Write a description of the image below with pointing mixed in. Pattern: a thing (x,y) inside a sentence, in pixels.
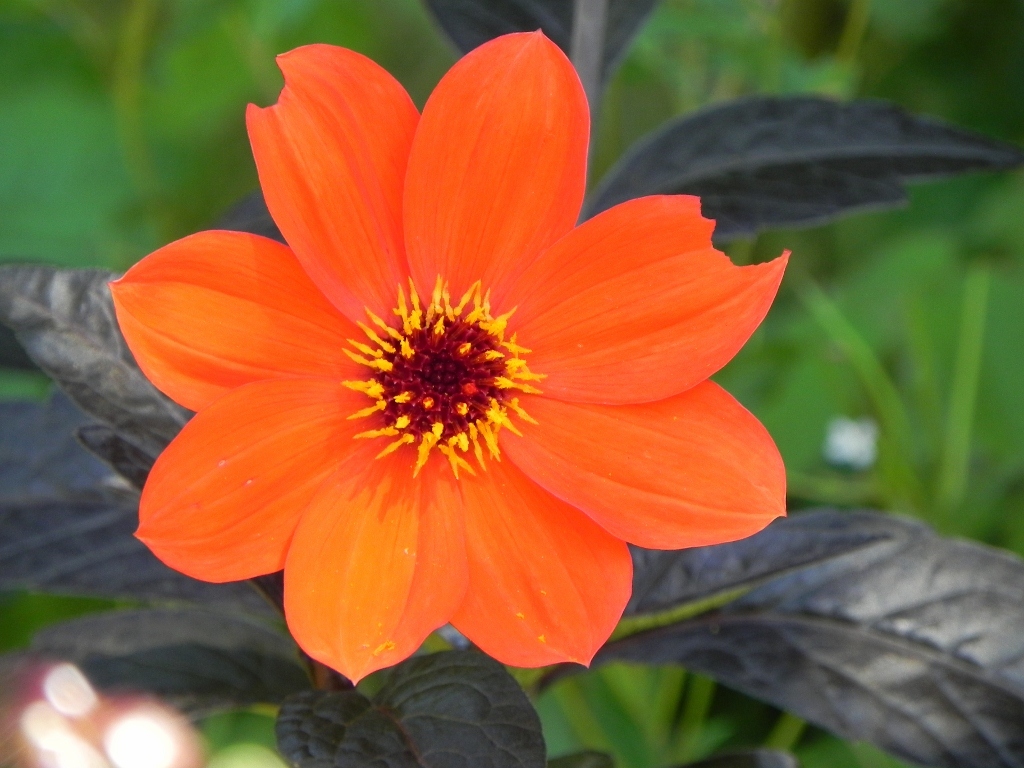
In the image there is an orange flower (433,286) to a plant (78,473).
